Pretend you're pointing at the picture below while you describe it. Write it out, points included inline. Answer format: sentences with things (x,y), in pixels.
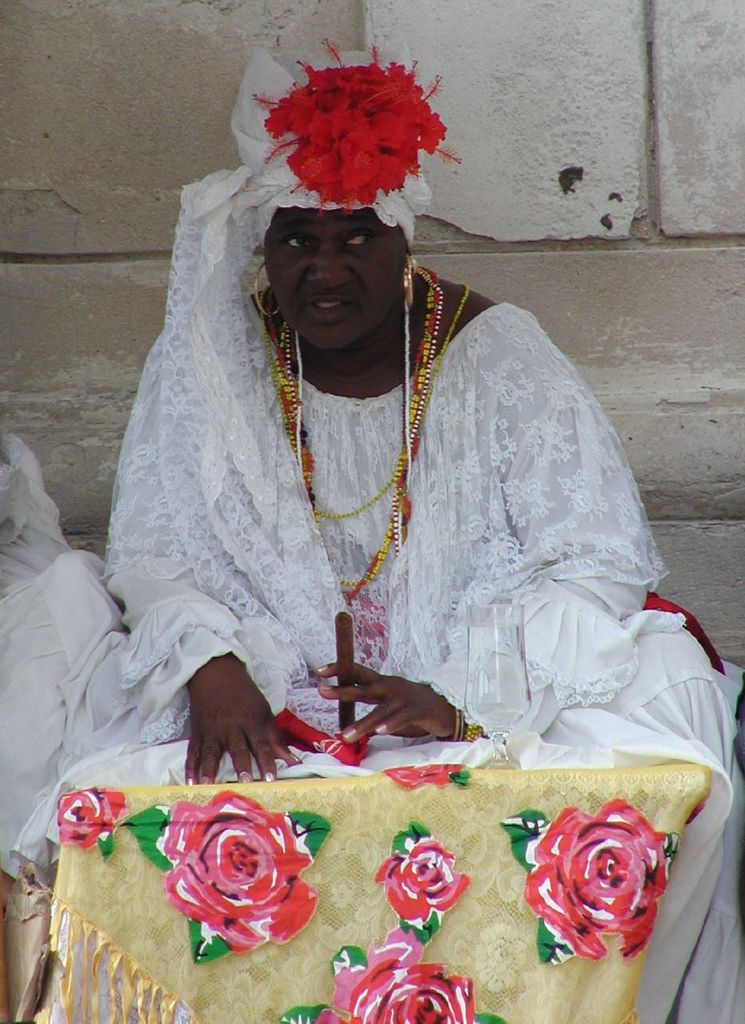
In this image we can see a woman (351,381) wearing a white dress (440,594), holding a cigar (346,683) and putting red flowers (353,166) on her head (381,236). There is a table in front of her and a glass (499,688) on the table (529,829) and the wall (493,161) in the background (583,236).
